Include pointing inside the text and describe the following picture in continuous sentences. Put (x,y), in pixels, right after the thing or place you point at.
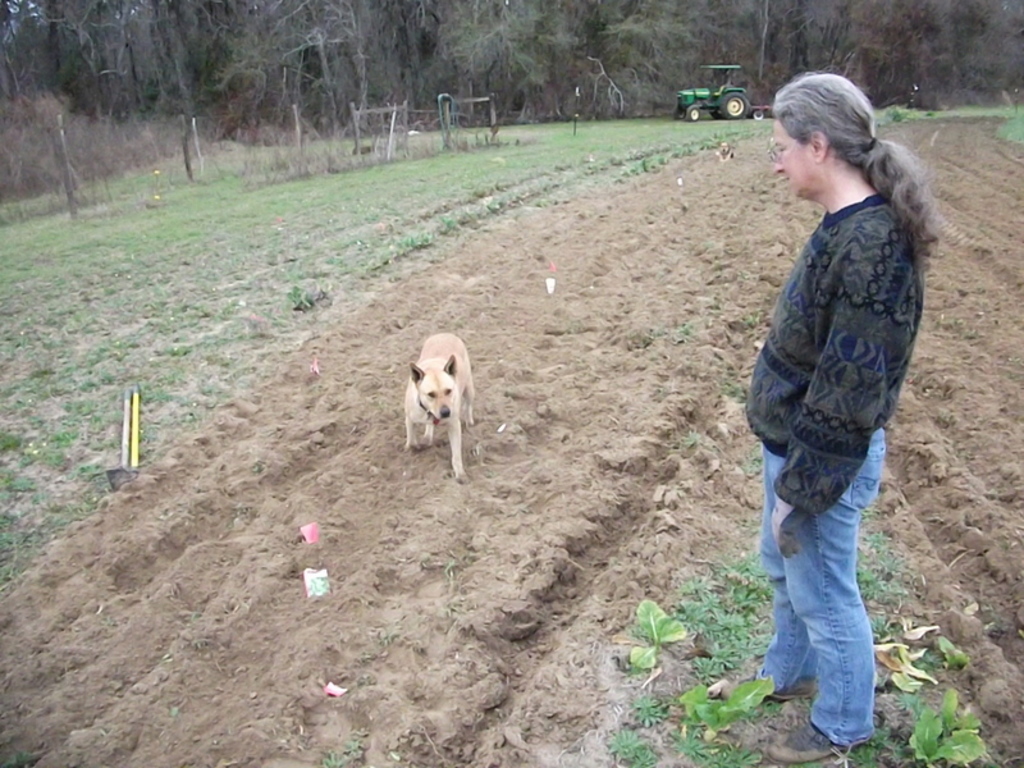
This image consists of trees (552,88) at the top (542,106). There is tractor (703,108) at the top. There is a woman (852,471) on the right side (835,91). There is a dog (460,427) in the middle (451,346).
